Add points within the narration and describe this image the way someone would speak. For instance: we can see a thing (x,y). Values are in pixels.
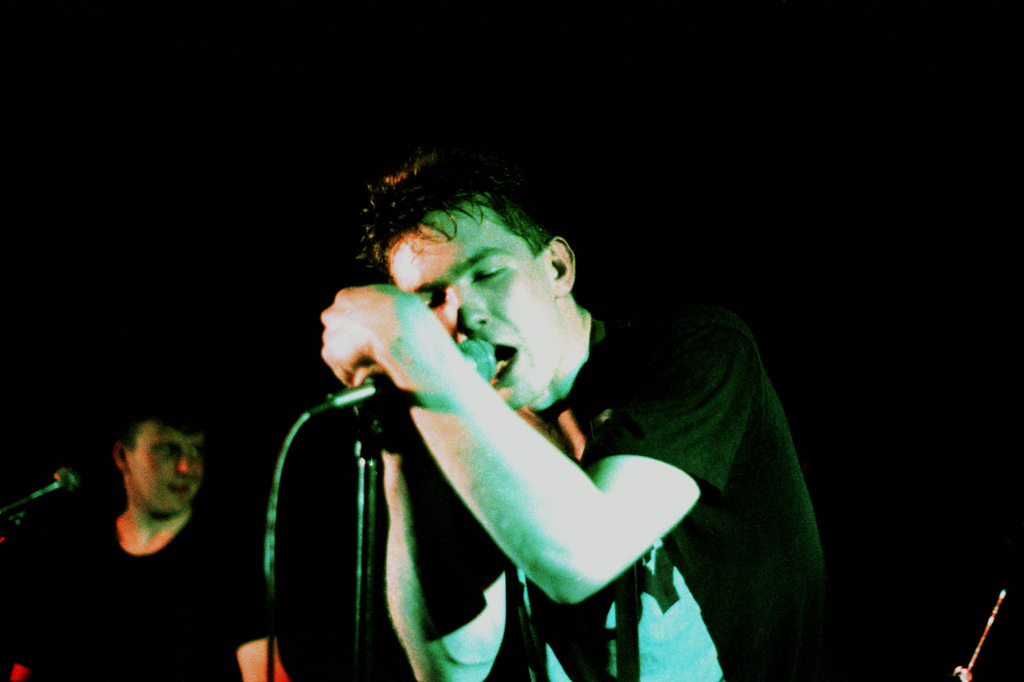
This image consists of two persons (486,485). There are mikes (6,506) in front of them. The one who is in the middle (361,349) is singing something.
